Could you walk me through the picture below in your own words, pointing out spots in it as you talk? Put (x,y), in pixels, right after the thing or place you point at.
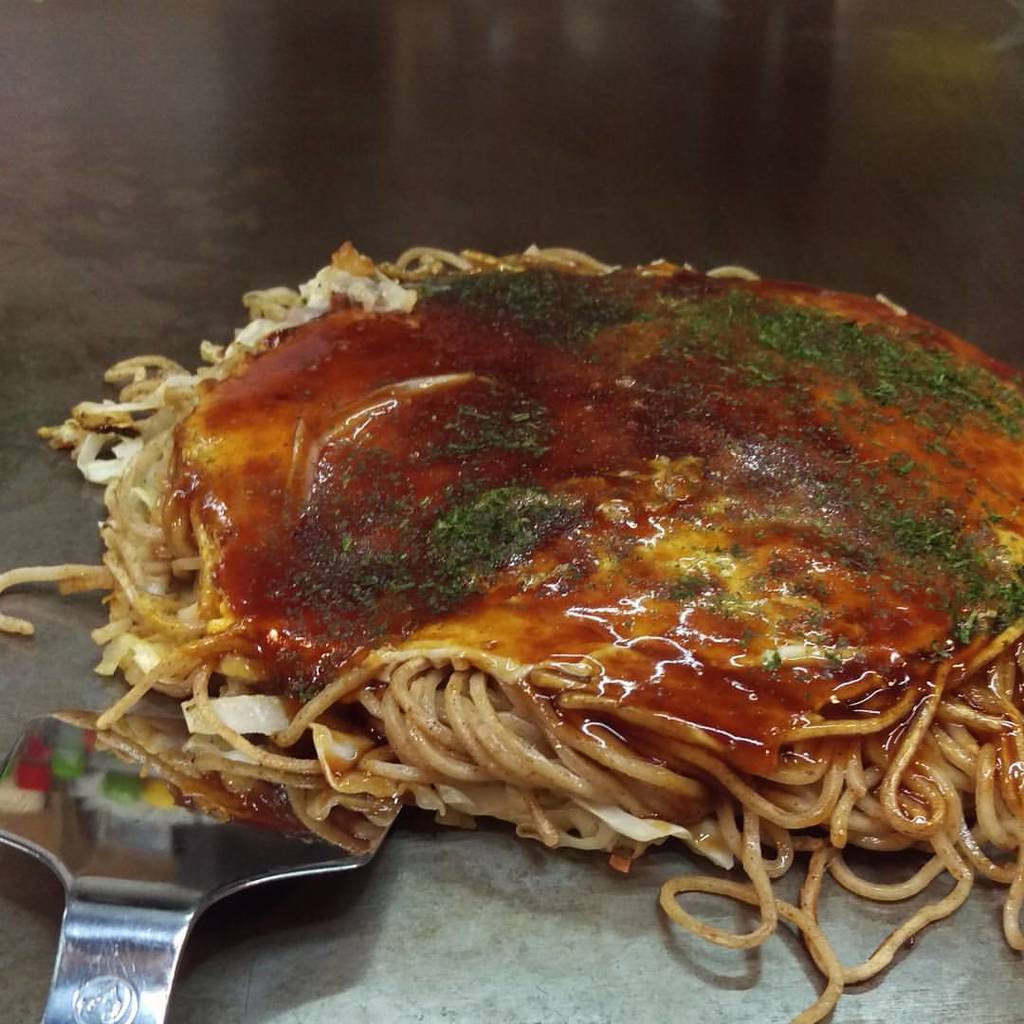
In this picture we can see a food (452,670) and spatula (168,905) are present on the surface (948,920).
